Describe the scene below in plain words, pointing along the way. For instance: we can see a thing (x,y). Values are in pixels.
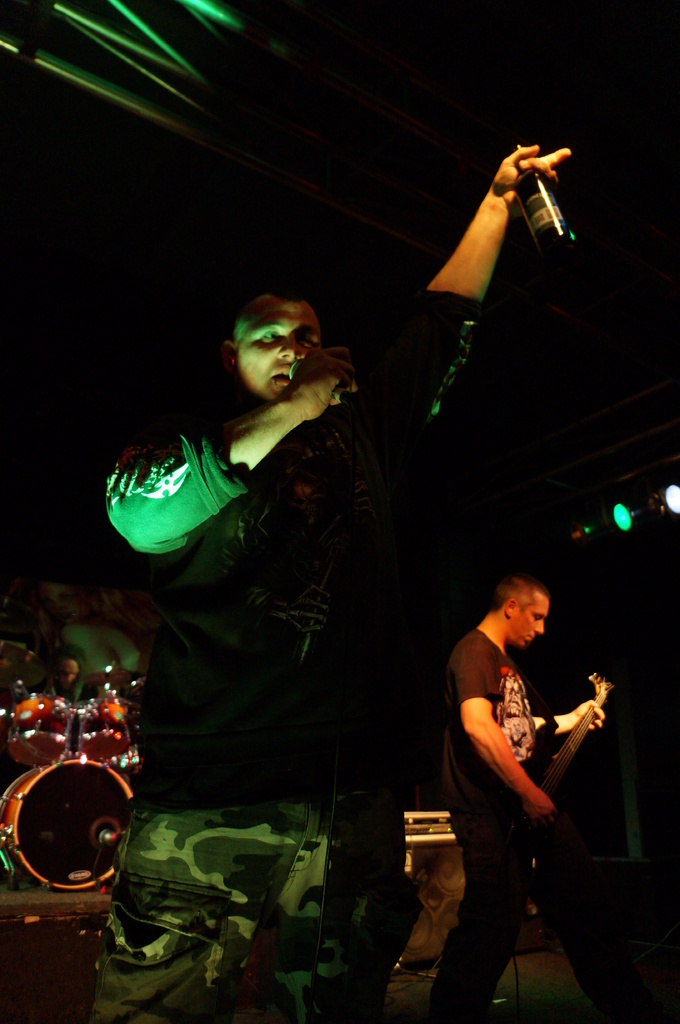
In this image I can see a man (492,193) and is standing and holding a bottle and a mic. In the background (454,649) I can see another person (462,1017) is standing and holding a guitar (509,835). I can also see a drum set (104,731).
